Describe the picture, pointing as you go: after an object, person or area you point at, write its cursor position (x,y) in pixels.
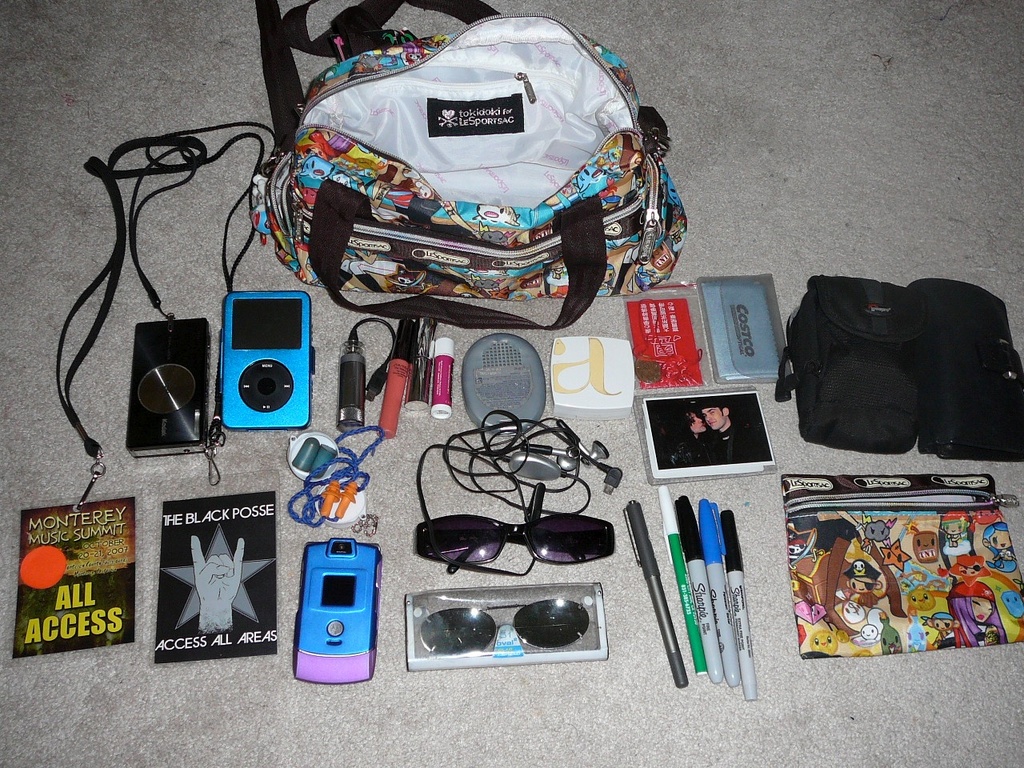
In this image there is a handbag (402,209) and group of objects (197,631) which are placed on the floor (787,205).
